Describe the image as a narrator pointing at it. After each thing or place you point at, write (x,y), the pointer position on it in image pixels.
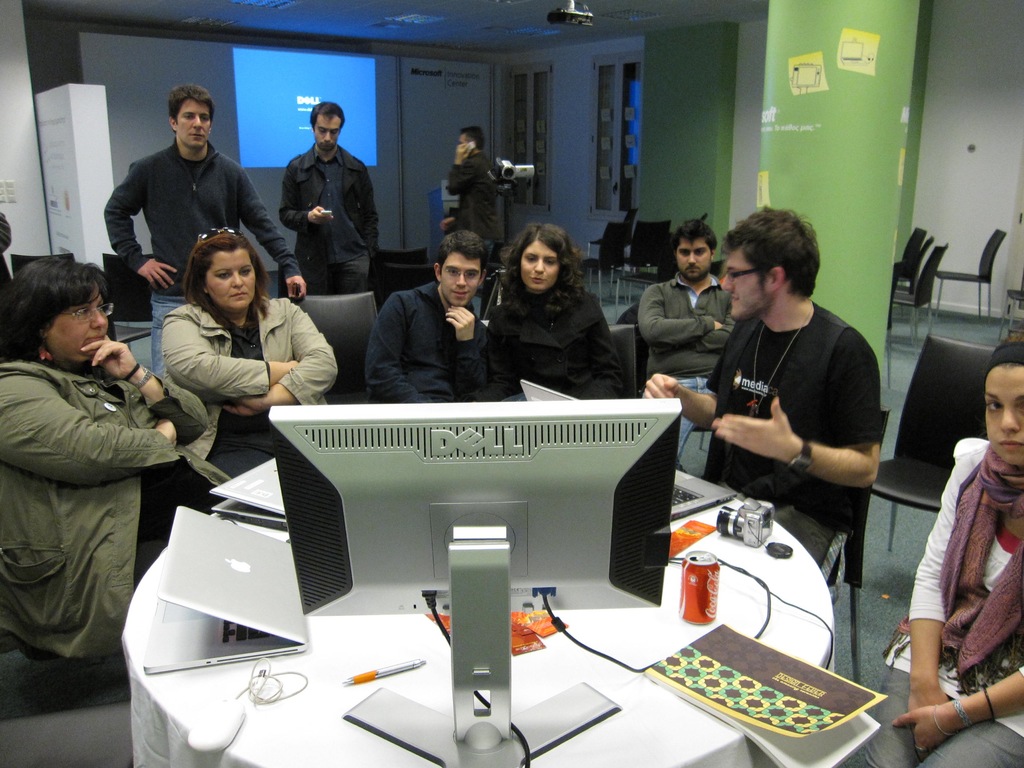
At the bottom of the image (751,560) there is a table (751,560), on the table (289,726) there are some laptops (269,627) and screen (534,597) and tins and cameras (766,534), papers (511,627) and pens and books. Behind the table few people (730,454) are sitting and watching and few people (359,226) are standing and there is a camera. At the top of the image (757,141) there is wall (1014,73), on the wall (1022,54) there is a screen (340,62) and there are some windows (545,82).
